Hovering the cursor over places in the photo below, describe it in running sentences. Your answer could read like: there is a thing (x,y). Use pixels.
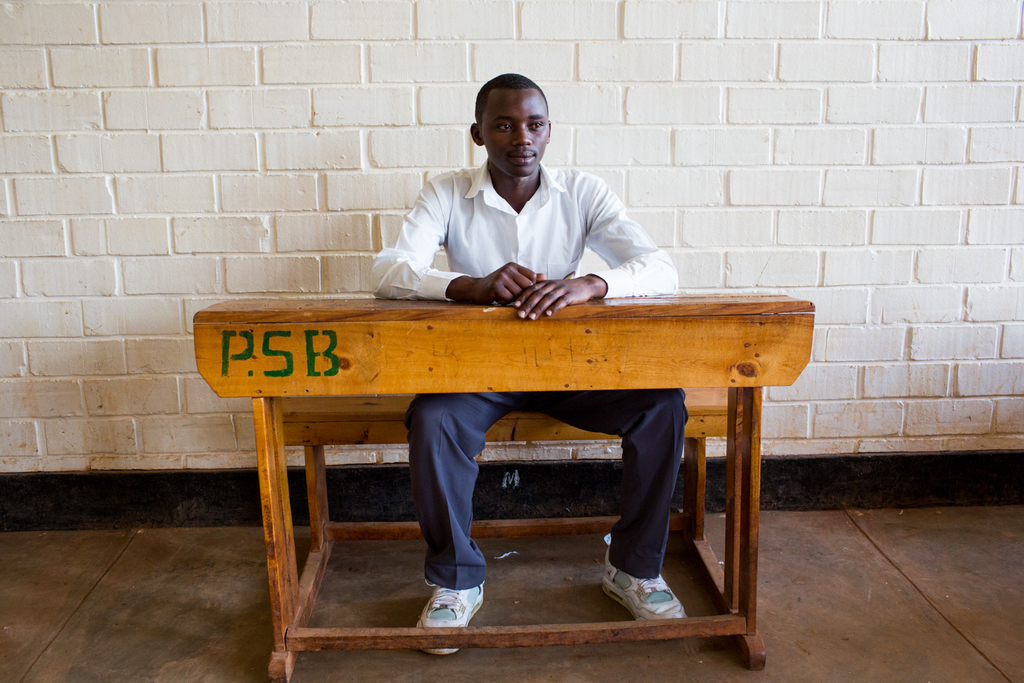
In the middle of the image (467,303) there is a bench (796,347), on the bench (677,307) a man (522,284) is sitting. Behind him there is wall (967,9).
